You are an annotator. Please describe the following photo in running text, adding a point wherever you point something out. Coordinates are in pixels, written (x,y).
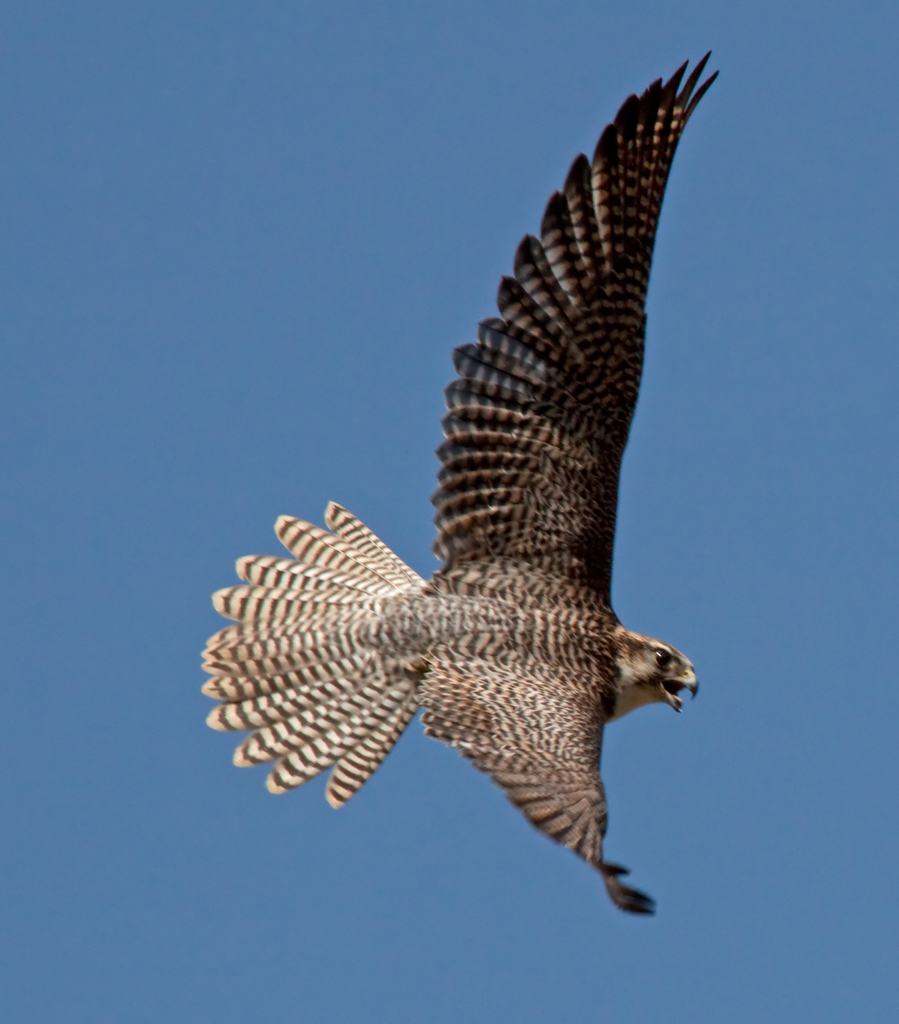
This image consists of a falcon (367,628). It has eyes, wings (537,728) and mouth (677,691).
